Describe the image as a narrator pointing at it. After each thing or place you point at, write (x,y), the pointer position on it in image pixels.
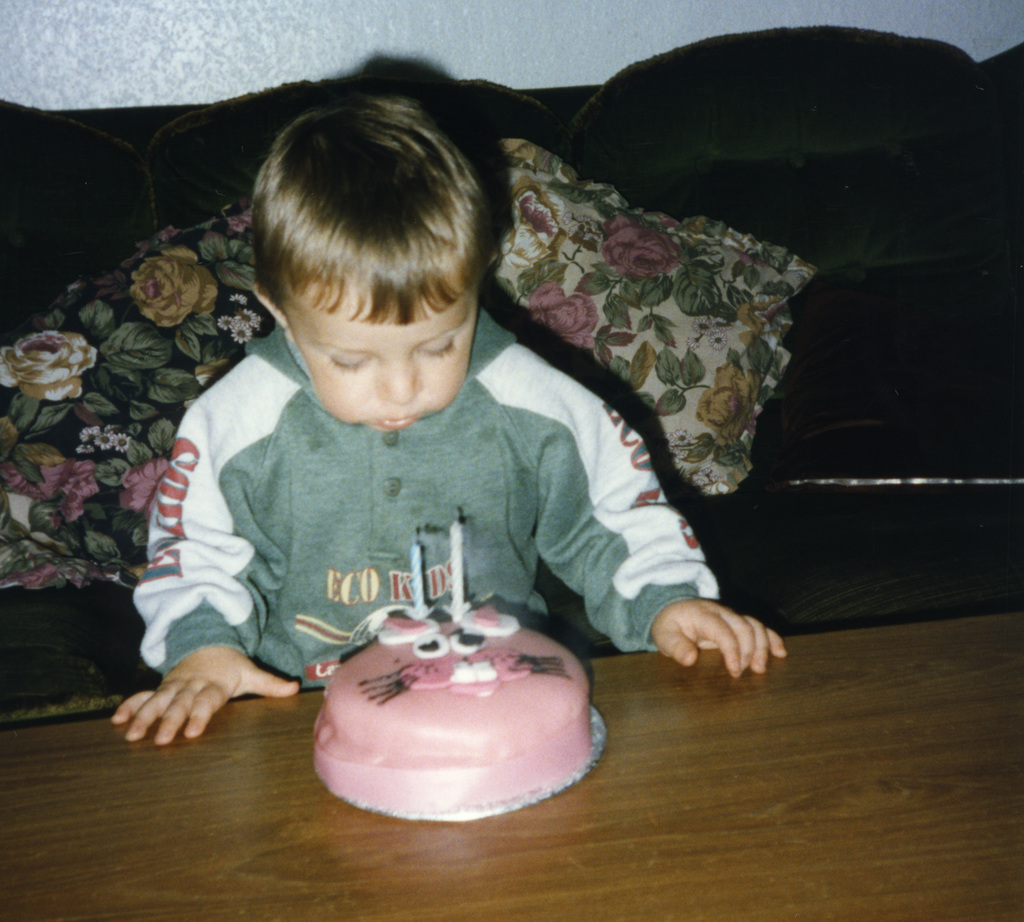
This is the picture of a room (519,165). In this image there is a boy (462,173) sitting behind the table (1009,627) and there is a cake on the table (658,679) and there are candles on the cake (528,713). At the back (294,92) there are pillows (529,181) on the sofa (753,597) and there is a wall (265,69).
